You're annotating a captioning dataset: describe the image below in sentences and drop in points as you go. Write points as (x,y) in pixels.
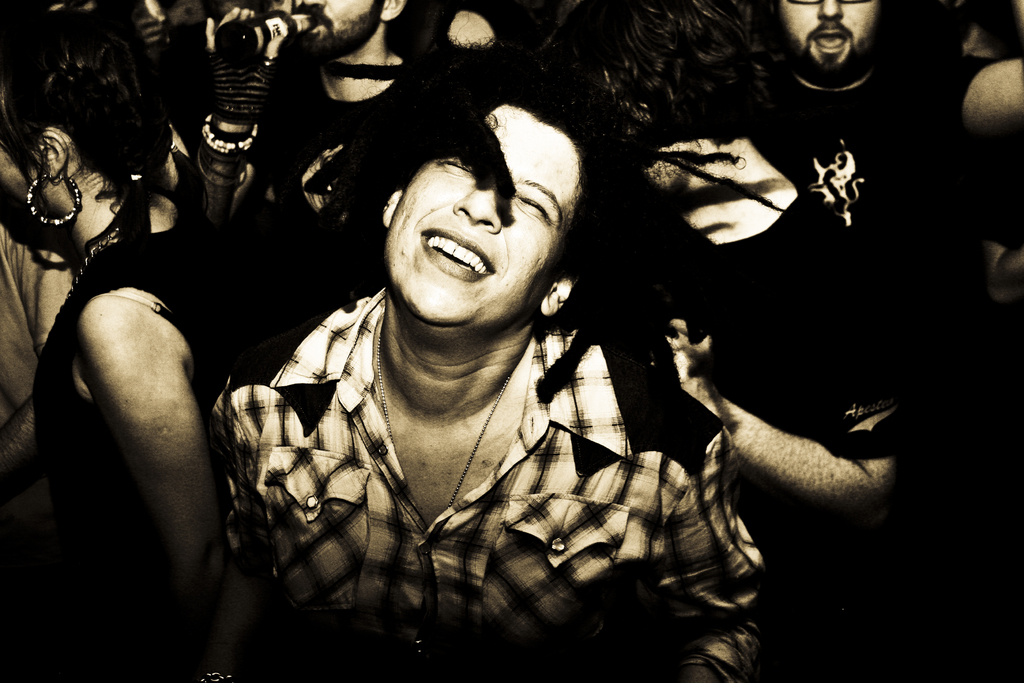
In this image we can see a group of persons (401,227). At the top (298,61) we can see a person (314,29) holding a bottle (241,44).
